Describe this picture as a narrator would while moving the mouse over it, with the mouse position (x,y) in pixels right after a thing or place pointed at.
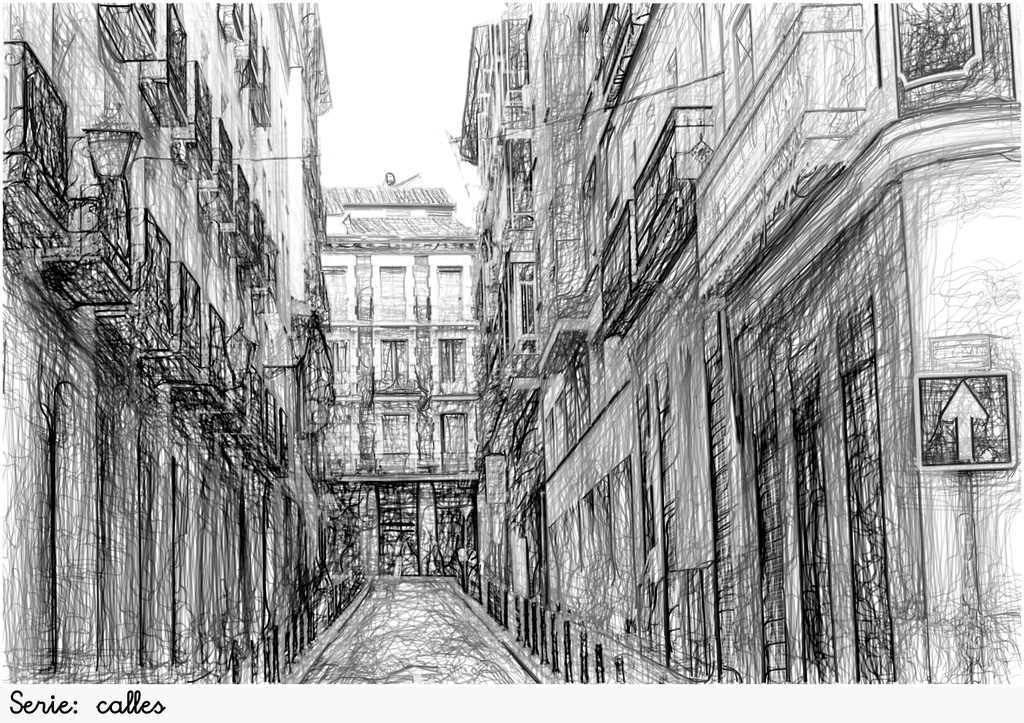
In this image I can see the pencil sketch of few buildings (540,393), the road (409,616), a sign board (1001,401), a street light (114,156) and few wires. In the background (370,133) I can see the sky (383,111).
